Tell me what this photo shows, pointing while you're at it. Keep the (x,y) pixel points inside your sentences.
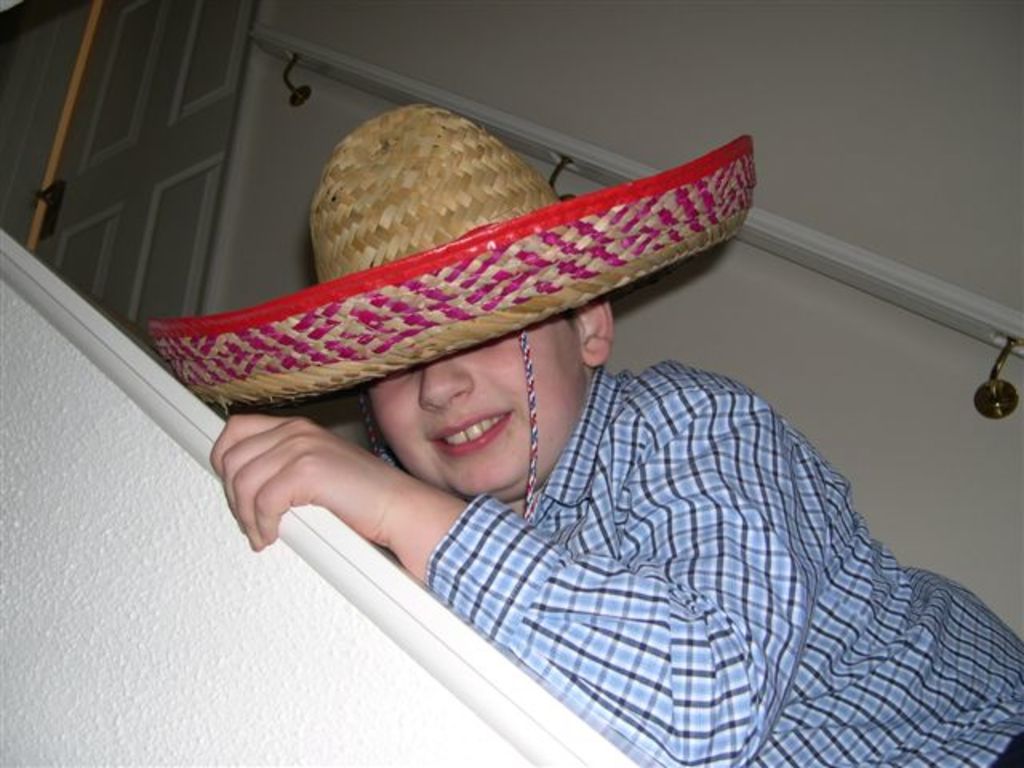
In the center of the image (564,382), we can see a boy (515,543) wearing hat (407,294) and in the background (194,90), there is a door (127,127), handle (863,263) and there is a wall (799,352).
